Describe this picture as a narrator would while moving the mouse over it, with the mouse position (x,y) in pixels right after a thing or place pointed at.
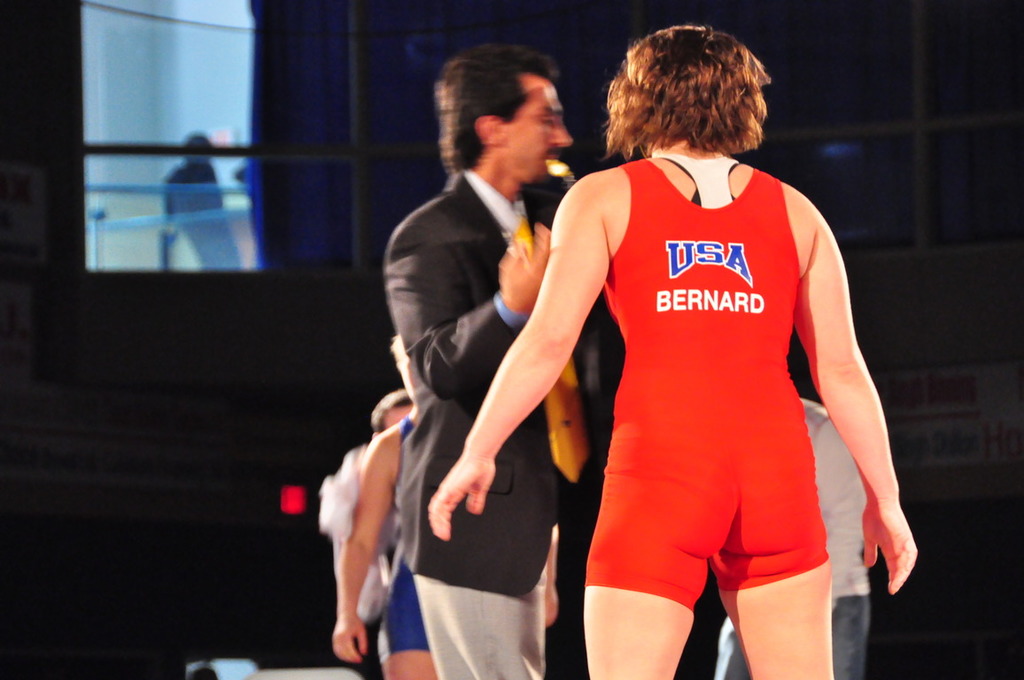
In this image there are several persons (625,379), there is a person (505,474) wearing suit (487,255), the background of the image (278,307) is darker.
